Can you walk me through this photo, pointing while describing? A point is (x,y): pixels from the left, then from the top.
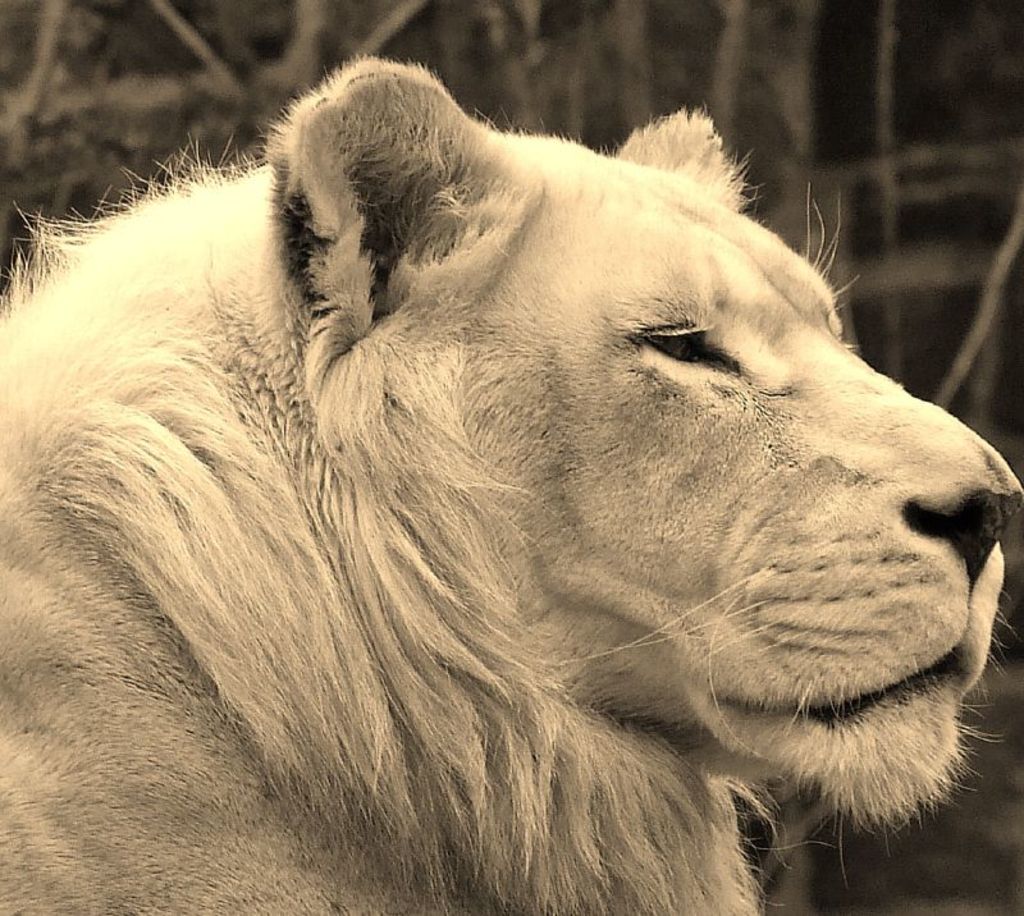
This is a black and white image and here we can see a lion (612,476).
